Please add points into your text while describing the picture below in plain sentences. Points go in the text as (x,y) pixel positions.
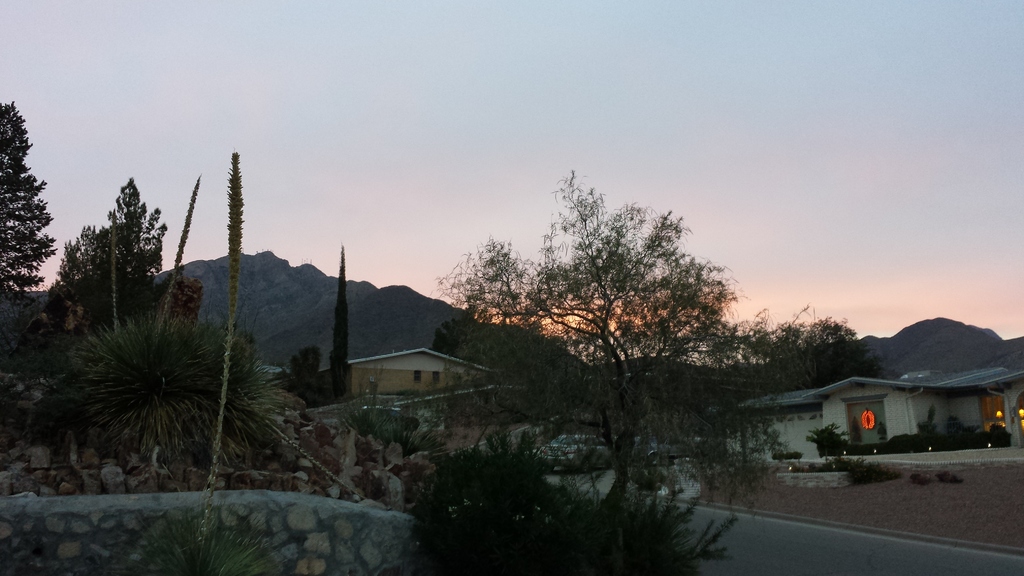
In this image we can see many trees (611,418) and plants (241,439). Also there are stones (313,443). Also there is a road (789,535). In the back (908,413) there are houses (789,410). Also there are hills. In the background (531,93) there is sky (550,188).
